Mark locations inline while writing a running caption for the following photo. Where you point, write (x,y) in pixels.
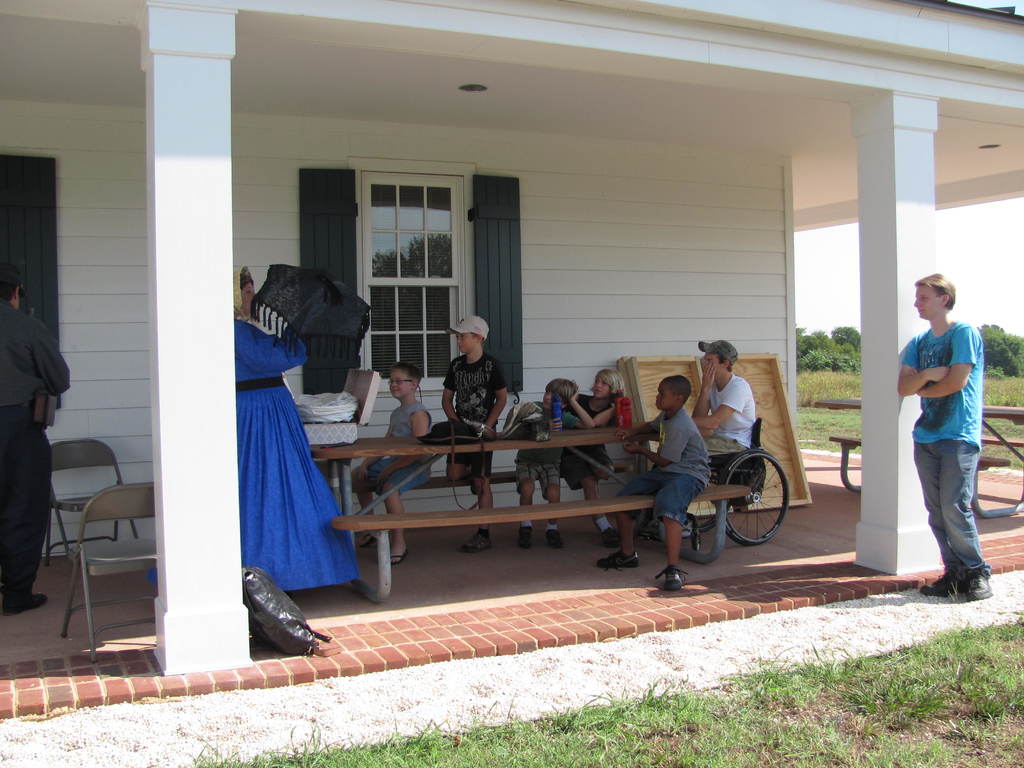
In this image we have a group of people (391,424) and children (639,444) sitting on the bench (496,481). The person (939,504) on the right side (975,445) is a man (955,454) who is standing beside the pillar (911,317). Behind the people (951,473) we have a house (388,158) which is in white color. Here we have a window (423,257) and couple of chairs (123,497), on the bottom of the image (789,721) we have a grass (729,724) and the right side of the image (976,265) we have an open sky (965,276).
